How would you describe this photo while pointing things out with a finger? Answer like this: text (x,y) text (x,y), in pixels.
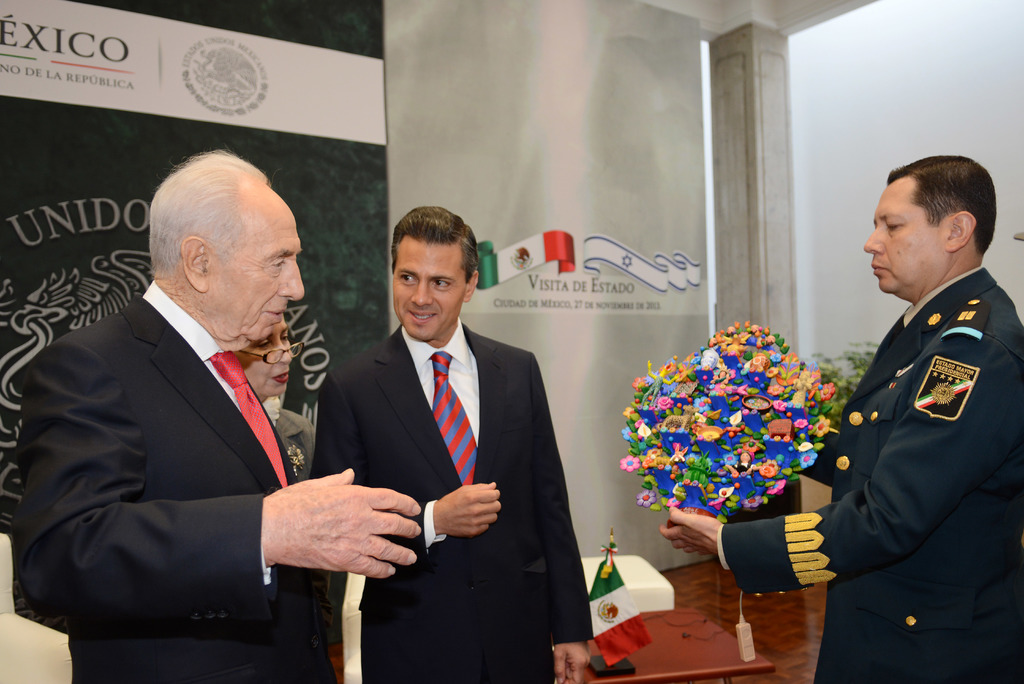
In this image, we can see people (449,385) wearing coats (222,492) and ties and one of them is wearing glasses (261,353). On the right (827,445), there is person (883,431) wearing uniform (908,427) and holding a bouquet (675,430). In the background (354,129), there is a board (155,136) and we can see a sticker (562,290) on the wall (568,379) and there is a pillar (781,256), a flag (614,600) and some other objects (702,621) on the stand (655,627) and we can see chairs (638,560) and plants (842,362). At the bottom (769,620), there is a floor (773,621).
